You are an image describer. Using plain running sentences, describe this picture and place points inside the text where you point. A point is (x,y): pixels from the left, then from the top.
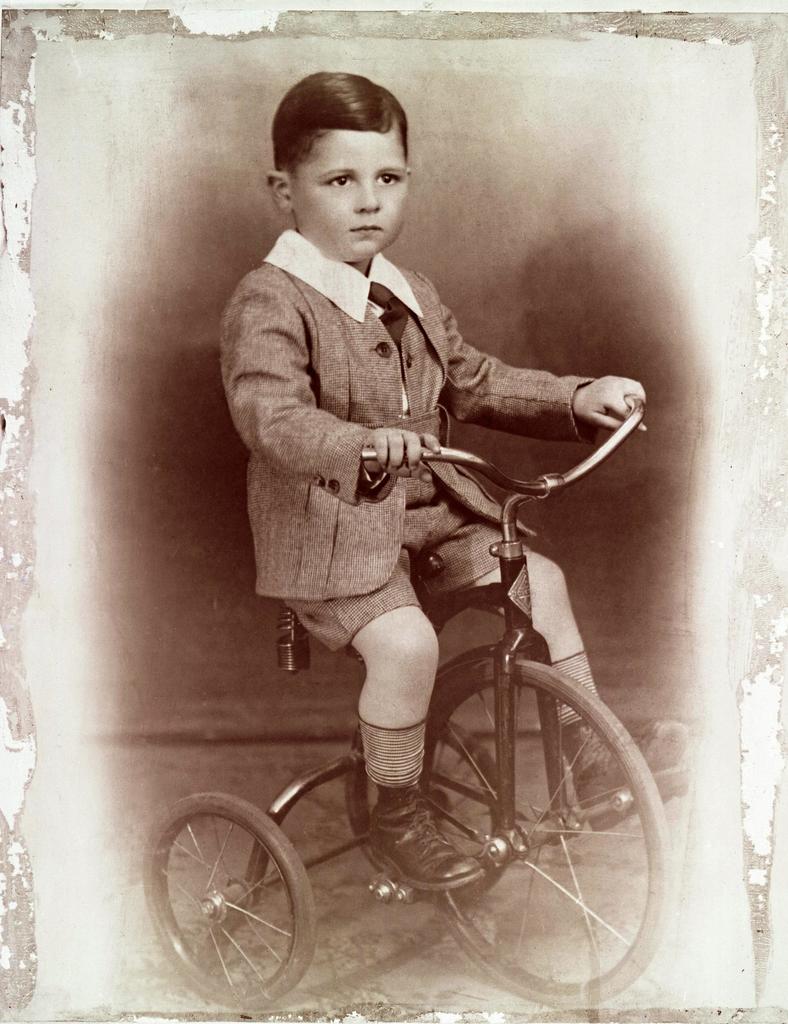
In the image we can see there is a boy (345,338) who is sitting on a tricycle (504,819) and the image is in black and white colour.
